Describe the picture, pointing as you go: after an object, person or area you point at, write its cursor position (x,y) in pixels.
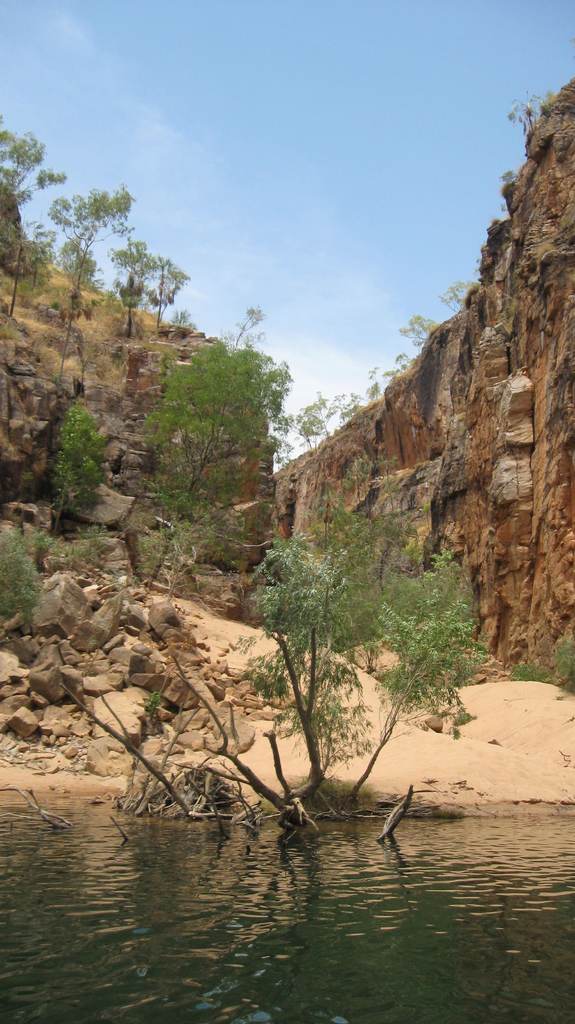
Here in this picture, in the front (252,854) we can see water (186,844) present over a place and on the ground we can see rock stones (23,709) and other rocks (545,223) present and we can also see plants (379,546) and trees (260,446) present on it and we can see clouds (317,373) in the sky (224,297).
